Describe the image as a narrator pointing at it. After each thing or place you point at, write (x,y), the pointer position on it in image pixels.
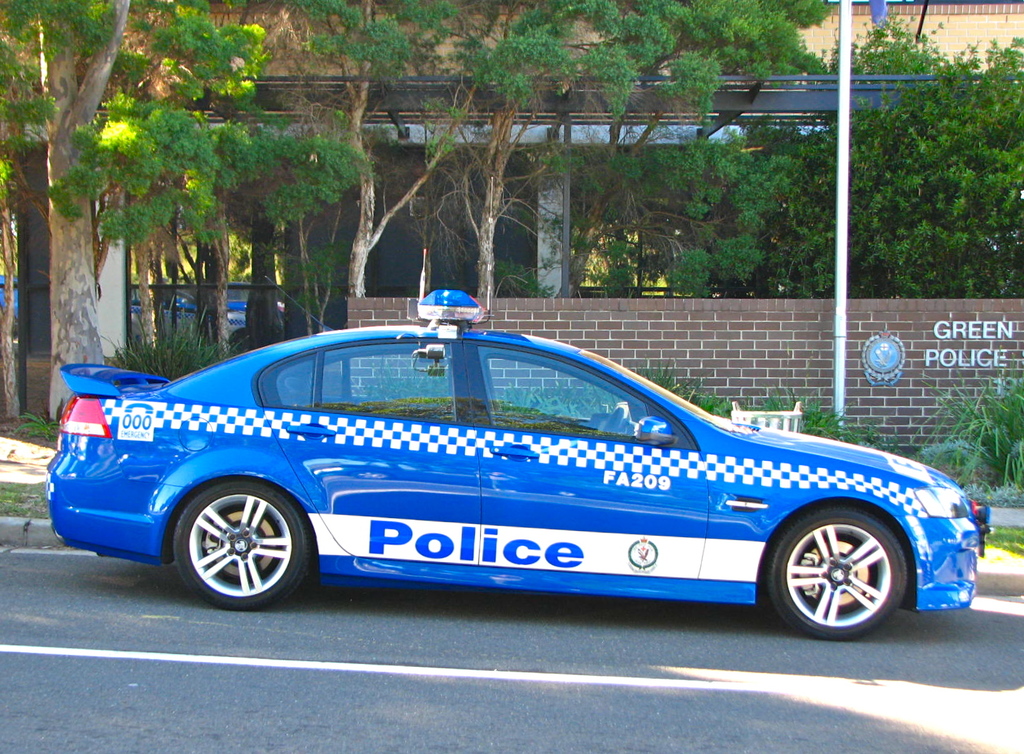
In the center of the image (565,413) we can see a car (430,556) on the road (401,674). On the car (347,489), we can see some text (424,545). In the background (494,166) there is a building (793,96), wall (717,357), one pole (839,141), trees (786,141), plants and a few other objects (892,379). And we can see some text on the wall (948,369).
